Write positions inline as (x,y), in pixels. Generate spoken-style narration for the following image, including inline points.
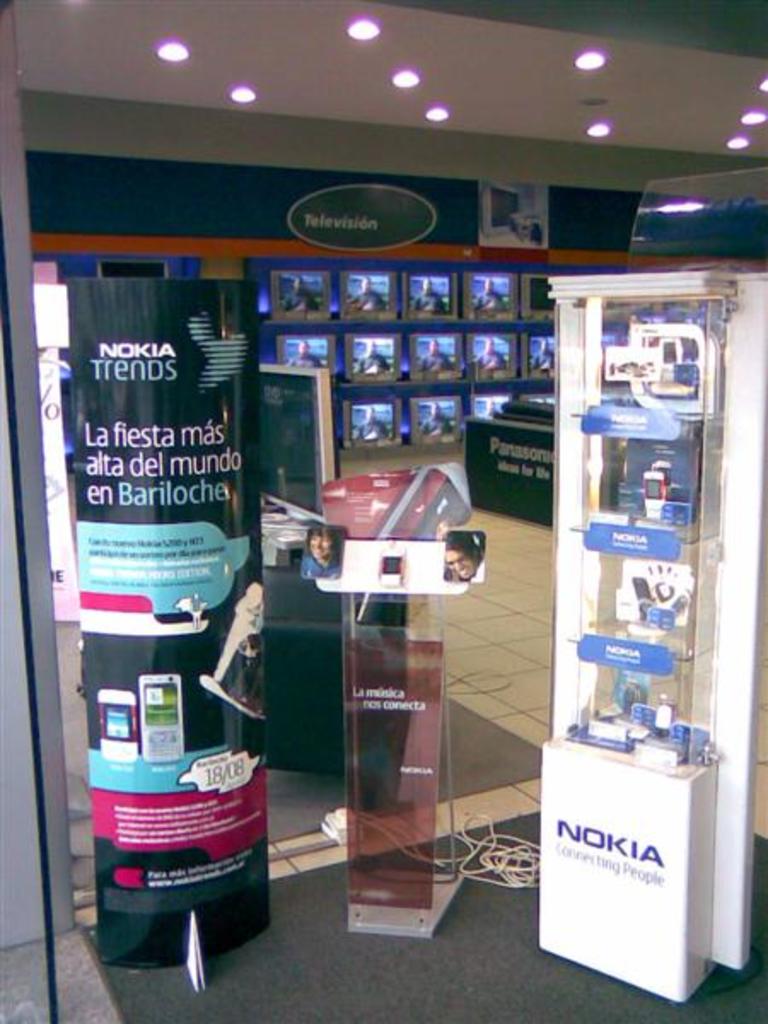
This picture is clicked inside the hall (441,479). On the left (140,338) there is a banner (210,292) and we can see the text (127,467), numbers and the depictions (175,737) of the devices (143,722) and the depictions (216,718) of some objects (197,604) on the banner (183,642). In the center (449,588) there is an object (422,785) on which we can see the text (374,694) and the depictions (466,545) of two people (473,552). On the right (689,745) we can see a cabinet (622,515) containing the mobile phones (659,716) and we can see the text (653,855) on the cabinet (714,490). At the top (502,64) there is a roof (466,82) and the ceiling lights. In the background (321,292) we can see the digital screens (286,296) and we can see the depictions (364,300) of the person (381,359) and some objects (452,406) on the digital screens (389,364). On the right (533,423) there is an object (511,466) which seems to be the table (500,477) and we can see the text (528,460) on the table (537,464) and we can see the ground (490,519) and some other objects (59,497).
